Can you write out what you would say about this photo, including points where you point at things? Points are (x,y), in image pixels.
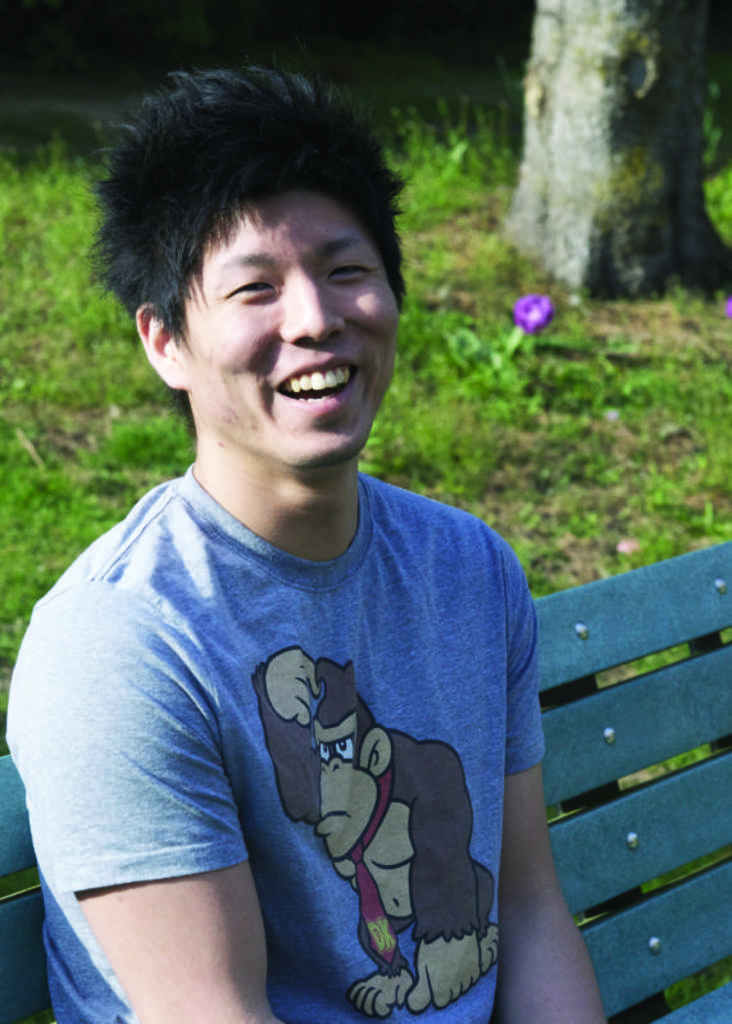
In this picture there is a person (327,543) sitting on a bench (588,905) and smiling and there is a greenery ground (491,412) behind him and there is a tree (595,66) in the right top corner (599,100).
